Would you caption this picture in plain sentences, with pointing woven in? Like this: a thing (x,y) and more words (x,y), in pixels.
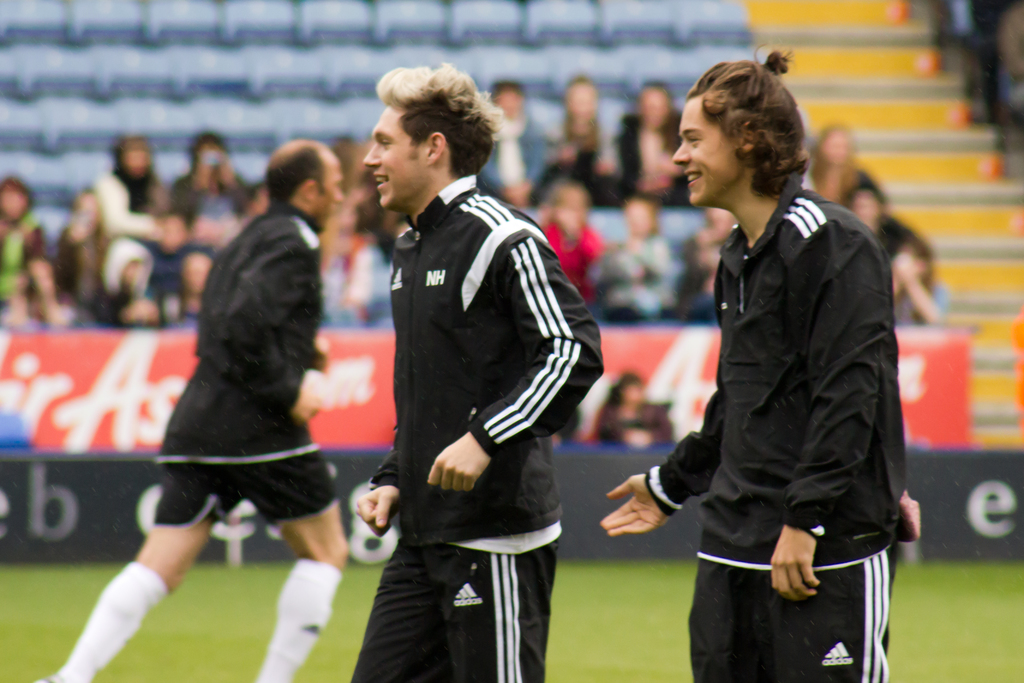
In this image we can see a group of people (662,176) are sitting in a stadium (556,108). A man (246,471) is running and two people (545,480) are standing on the ground (654,580). There is a grassy ground (21,576) in the image.
